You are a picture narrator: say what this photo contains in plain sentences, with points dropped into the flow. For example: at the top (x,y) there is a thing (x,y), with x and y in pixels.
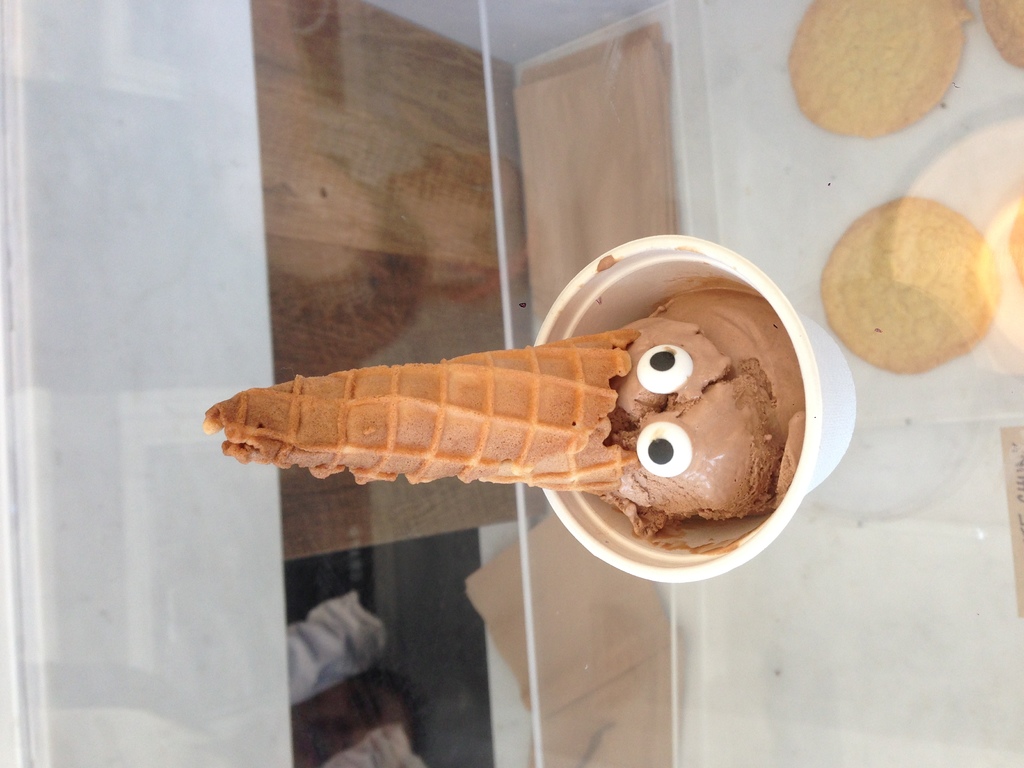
In this image we can see a ice cream (743,342) placed in a cup (840,433) along with a cone (361,429) on the table (688,205). In the background (936,312) we can see some biscuits (946,321).
